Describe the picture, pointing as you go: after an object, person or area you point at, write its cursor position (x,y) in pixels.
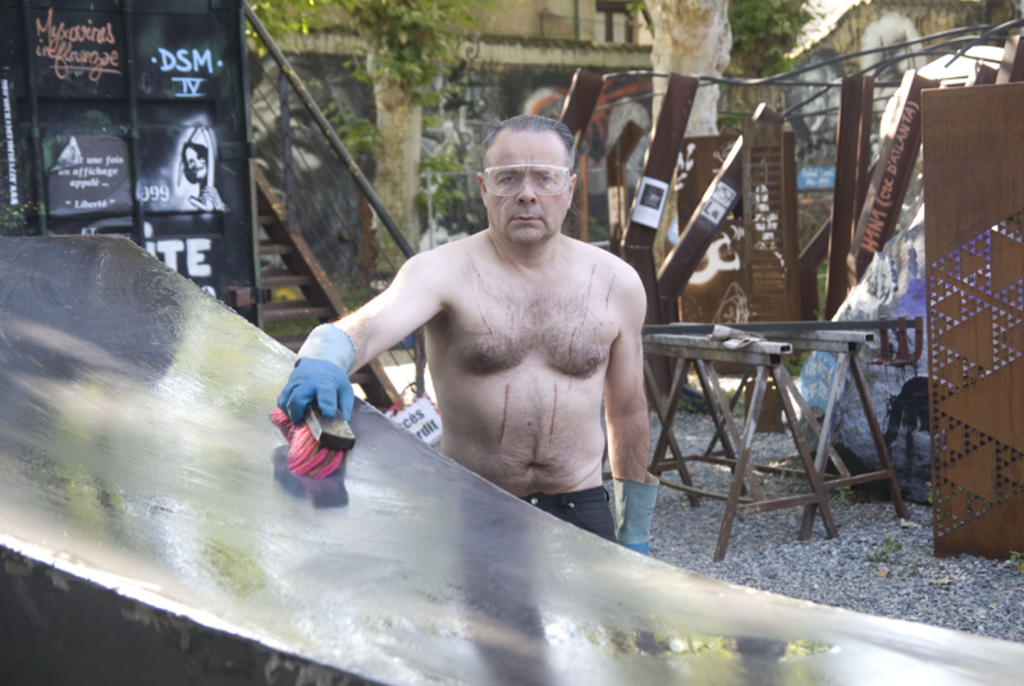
Here in this picture we can see a person (532,368) wearing goggles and gloves (353,348) on him and cleaning a place (227,447) with the help of brush (303,450) in his hand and behind him we can see some frames (809,251) present over there and on left side (59,153) we can see some posters (58,177) present and we can see plants (423,82) and trees (410,115) present over there and in the middle (397,229) we can see a staircase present over there.
